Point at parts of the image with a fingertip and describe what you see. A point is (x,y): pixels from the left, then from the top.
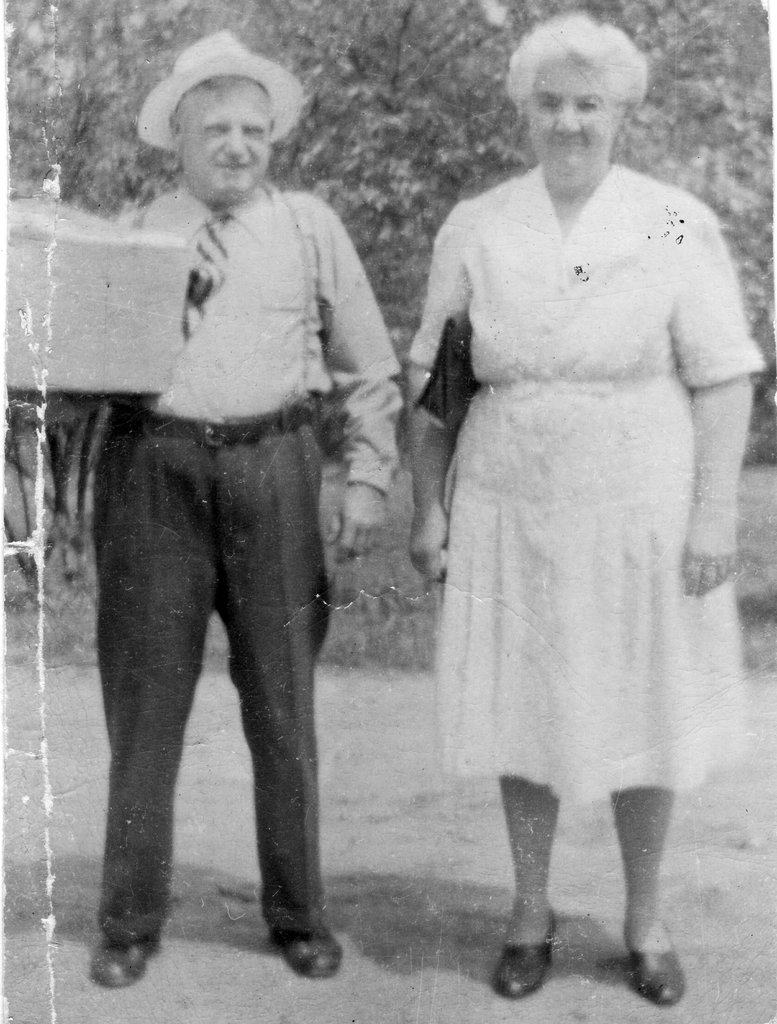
In the center of the image (494,542) we can see a man (283,764) and a lady (626,766) standing. In the background (356,201) there are trees (359,53).
